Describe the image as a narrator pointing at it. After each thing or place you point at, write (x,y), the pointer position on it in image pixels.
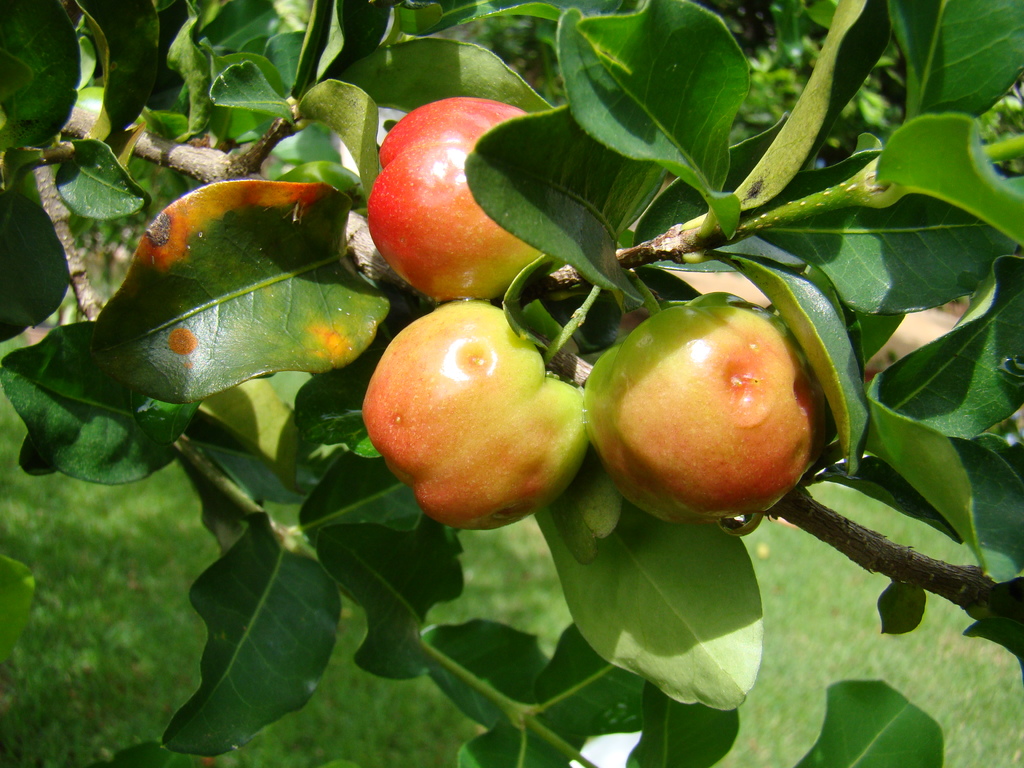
In this image we can see a tree (635,248) with some fruits (701,462) and also we can see the grass (111,503) on the ground (196,526).
